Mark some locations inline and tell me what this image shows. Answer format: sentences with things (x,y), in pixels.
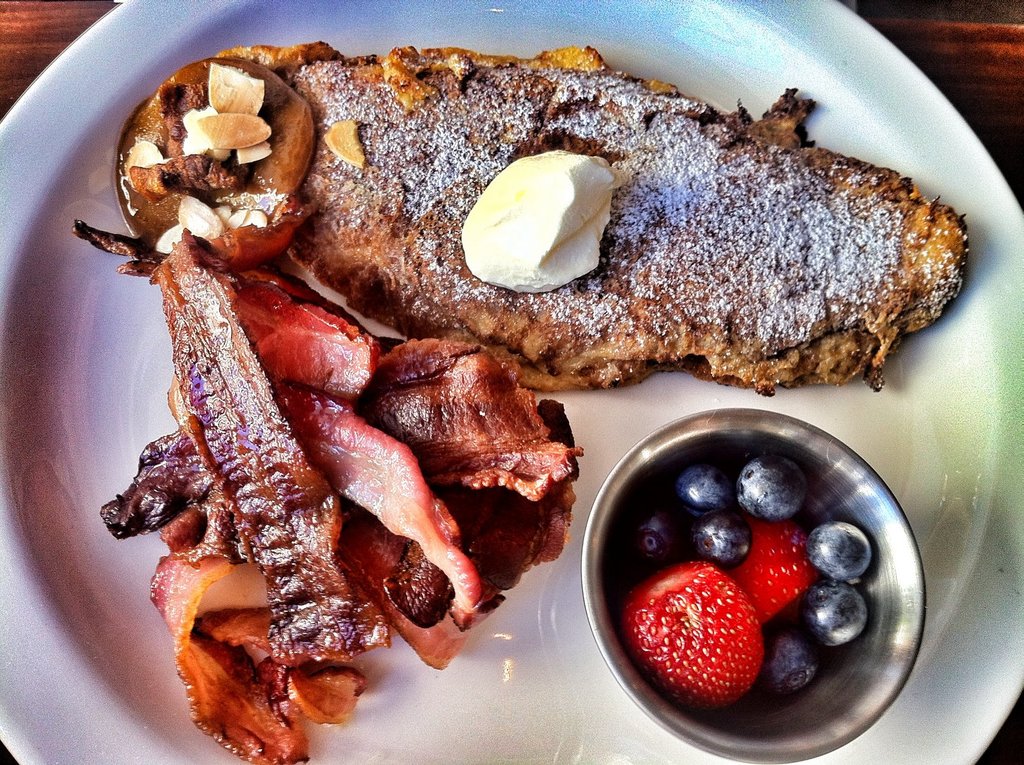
In this picture I can observe some food (283,301) placed in the white color plate (24,337). On the right side (778,535) I can observe some fruits (697,591) in the small bowl (823,655). This plate (49,87) is placed on the brown color surface (938,61).
